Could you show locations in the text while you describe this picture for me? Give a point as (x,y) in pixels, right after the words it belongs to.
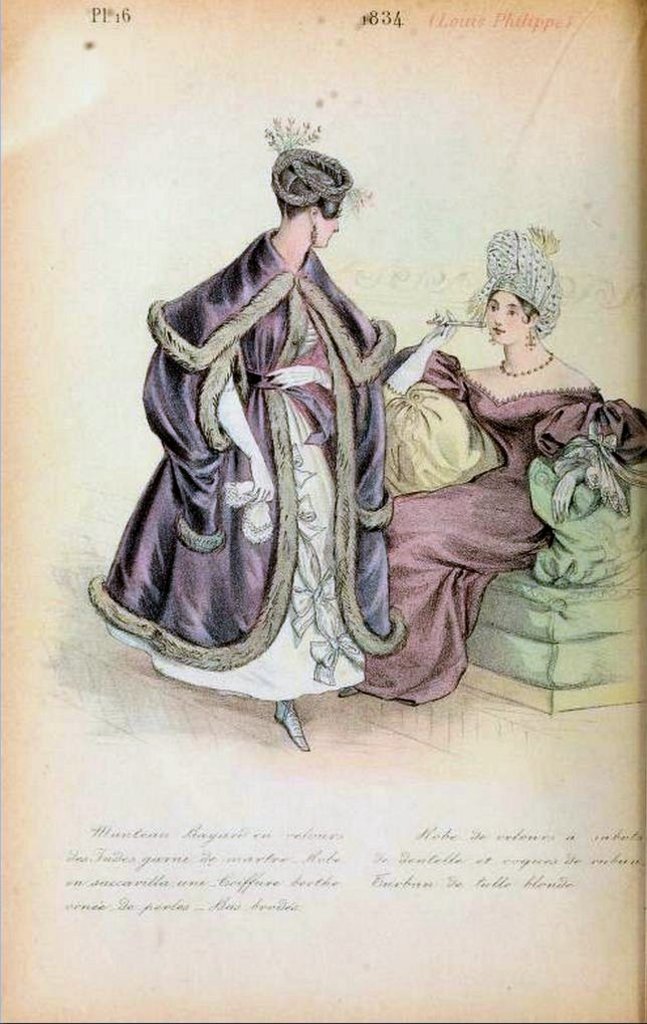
It is a page (536,930) from some book, in the picture there are two women (354,435) and both of them looking like princesses, one of the woman (471,489) is sitting on a sofa (494,593) and another one is standing beside her.
